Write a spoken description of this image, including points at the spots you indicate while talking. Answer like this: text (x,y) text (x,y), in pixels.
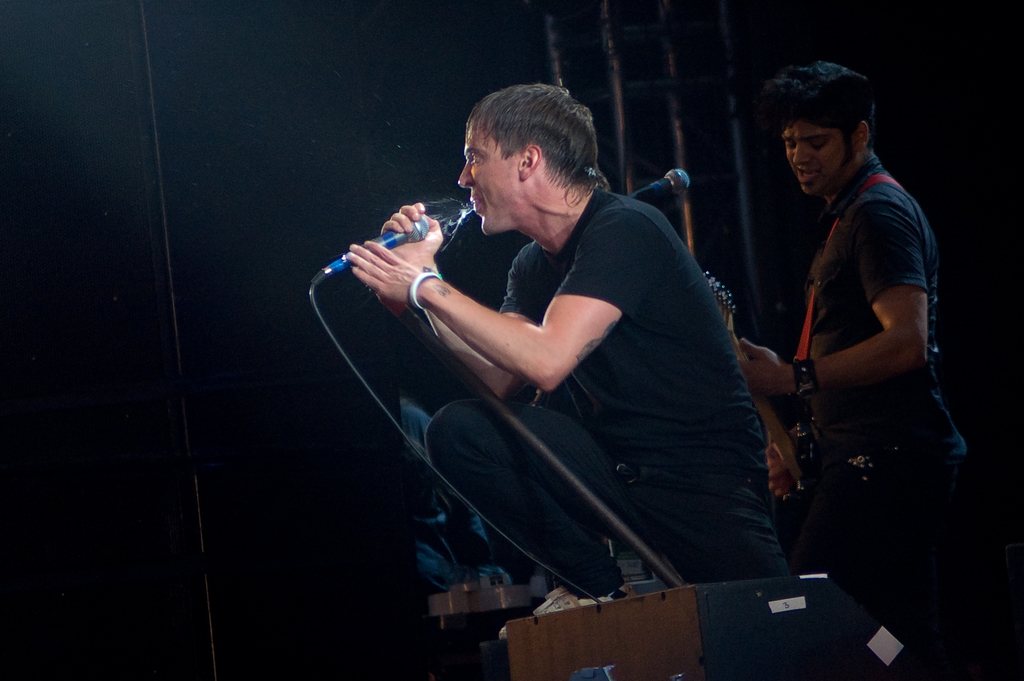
There are two people (624,350) in the image. In middle (592,295) there is man (510,333) holding a microphone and singing, on right side (859,207) there is another man (868,307) holding a guitar (778,426) and playing it.
